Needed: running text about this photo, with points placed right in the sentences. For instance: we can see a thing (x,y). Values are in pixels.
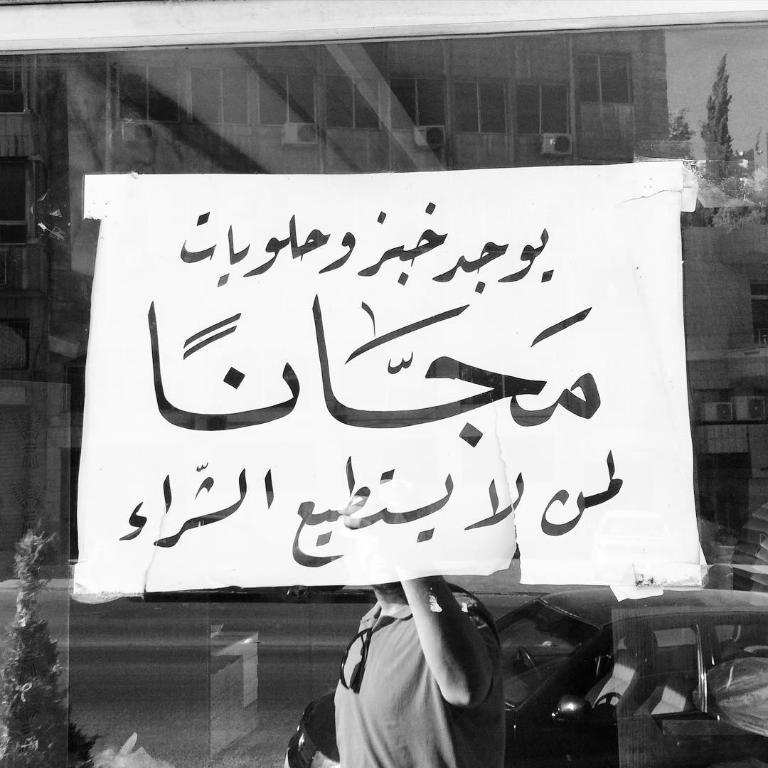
In this picture we can see poster (522,465) on glass (736,538), through this glass (430,597) we can see a person (440,663), car (640,638) on the road (317,678), plant (69,716), building (534,155), trees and sky (714,41).
